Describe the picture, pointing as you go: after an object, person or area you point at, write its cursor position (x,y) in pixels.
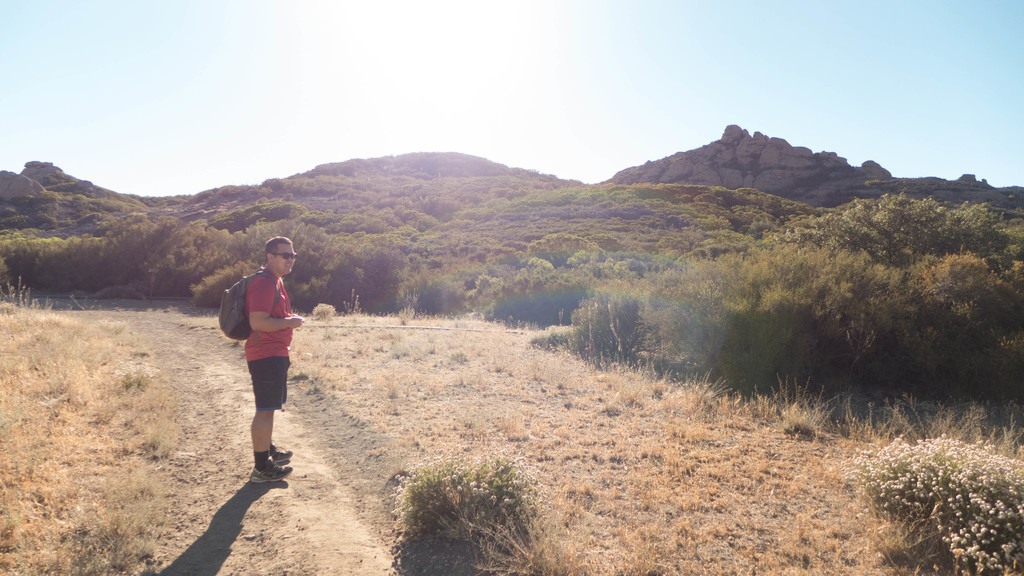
In this image we can see a man (286,321) wearing red t-shirt (283,297), backpack (225,331), spectacles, socks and shoes (269,461) is standing on the ground (348,383). Here we can see that dry grass (719,514), plants (585,348), trees (822,259), stone hills (824,182) and the pale blue color sky (497,96) in the background (538,136).
